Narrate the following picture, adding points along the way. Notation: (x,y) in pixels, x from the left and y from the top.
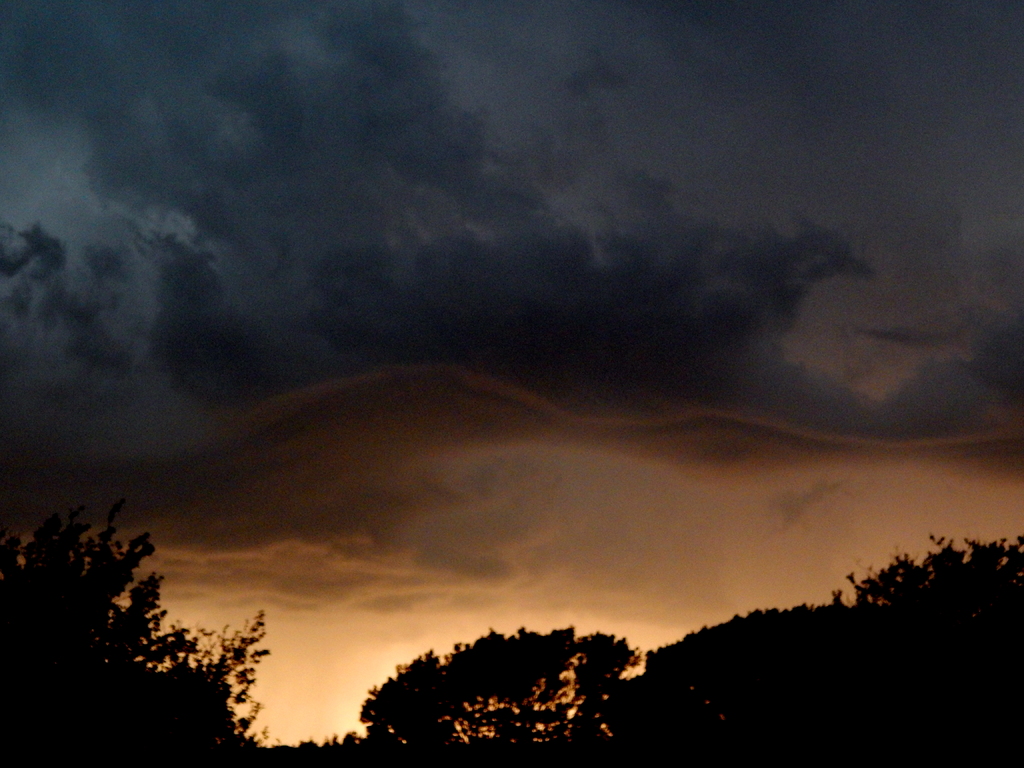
In this image we can see trees (509,694). The sky (448,654) is covered with black color clouds (451,398).
